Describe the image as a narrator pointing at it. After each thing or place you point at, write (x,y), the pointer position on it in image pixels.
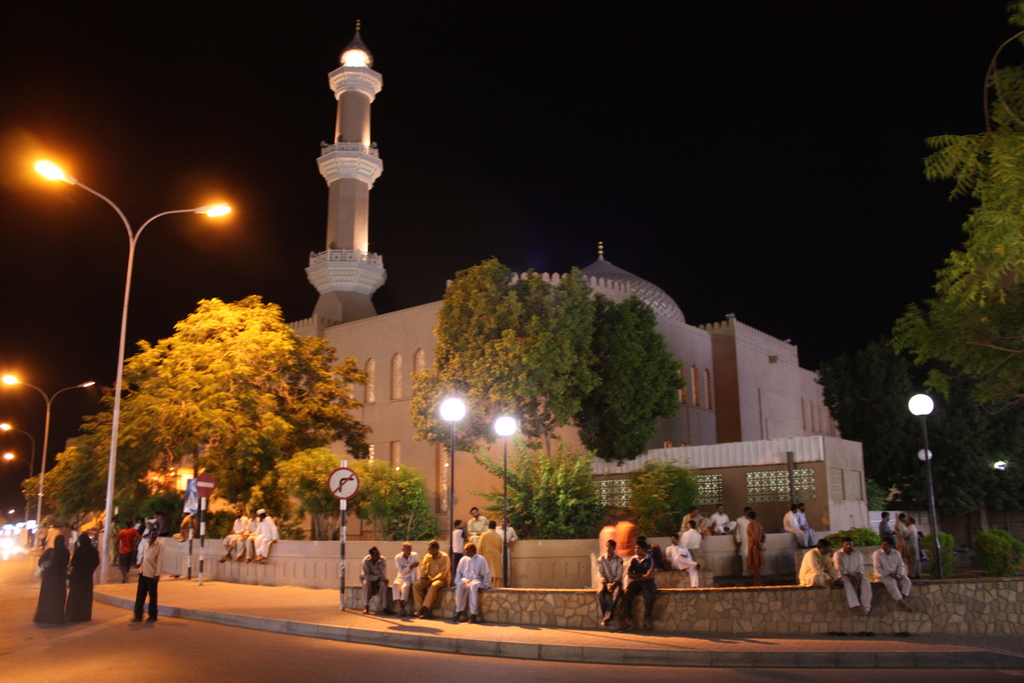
In the center of the image (376,279) there is a mosque (706,351). There are trees (545,389). There are people (844,579) sitting on the wall (207,560). At the bottom of the image (258,642) there is road (90,668). There are street lights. At the top of the image (681,113) there is sky (630,136).
